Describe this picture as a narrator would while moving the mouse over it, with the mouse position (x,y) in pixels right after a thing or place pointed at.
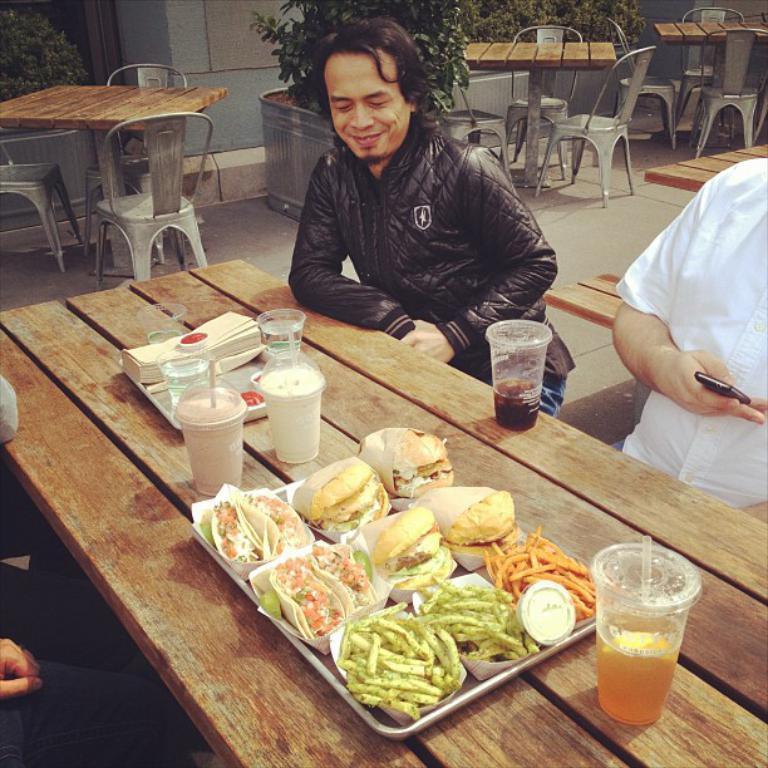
In this image we can see some people (452,288) sitting on chairs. In the foreground of the image (688,605) we can see plate (465,684) containing food (528,563) placed on the table (249,753), we can also see some glasses (650,591) with liquid (228,447). In the background (594,136), we can see some plants (447,75) in containers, chairs (613,133) and tables (713,30) placed on the ground (715,147).
